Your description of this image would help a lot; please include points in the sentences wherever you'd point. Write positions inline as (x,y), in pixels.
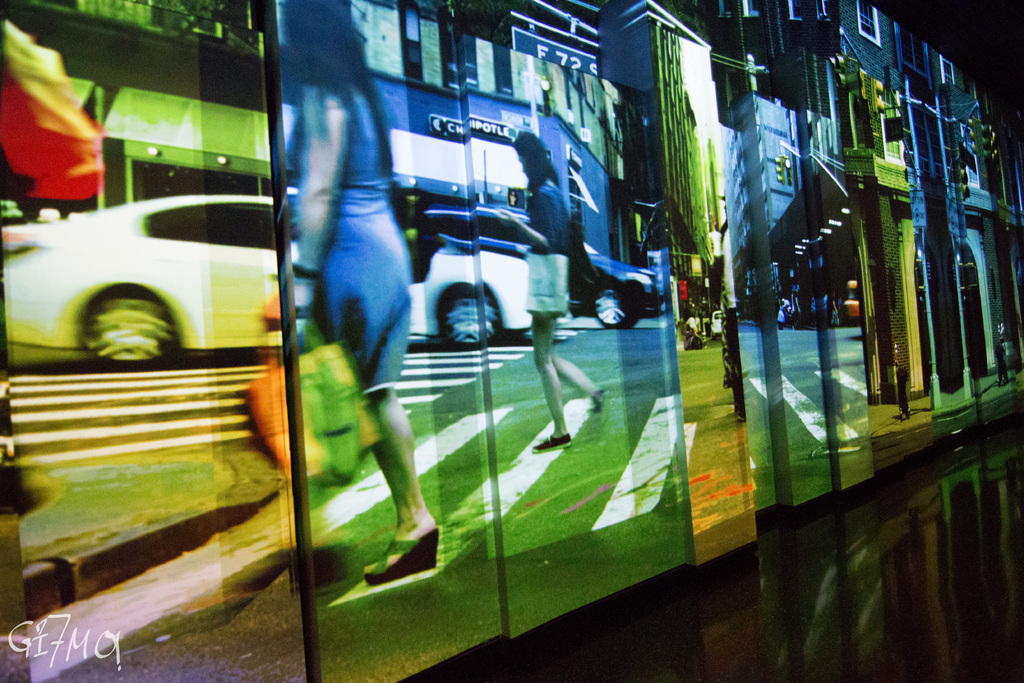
This is an edited image. It seems to be a glass (147,498). In the foreground (379,270) few people (549,212) are crossing the road (558,460). In the background (241,292) there are few vehicles (166,298) and buildings (419,94). The background (989,42) is in black color. In the bottom left-hand corner (74,650) there is a watermark (54,650).
